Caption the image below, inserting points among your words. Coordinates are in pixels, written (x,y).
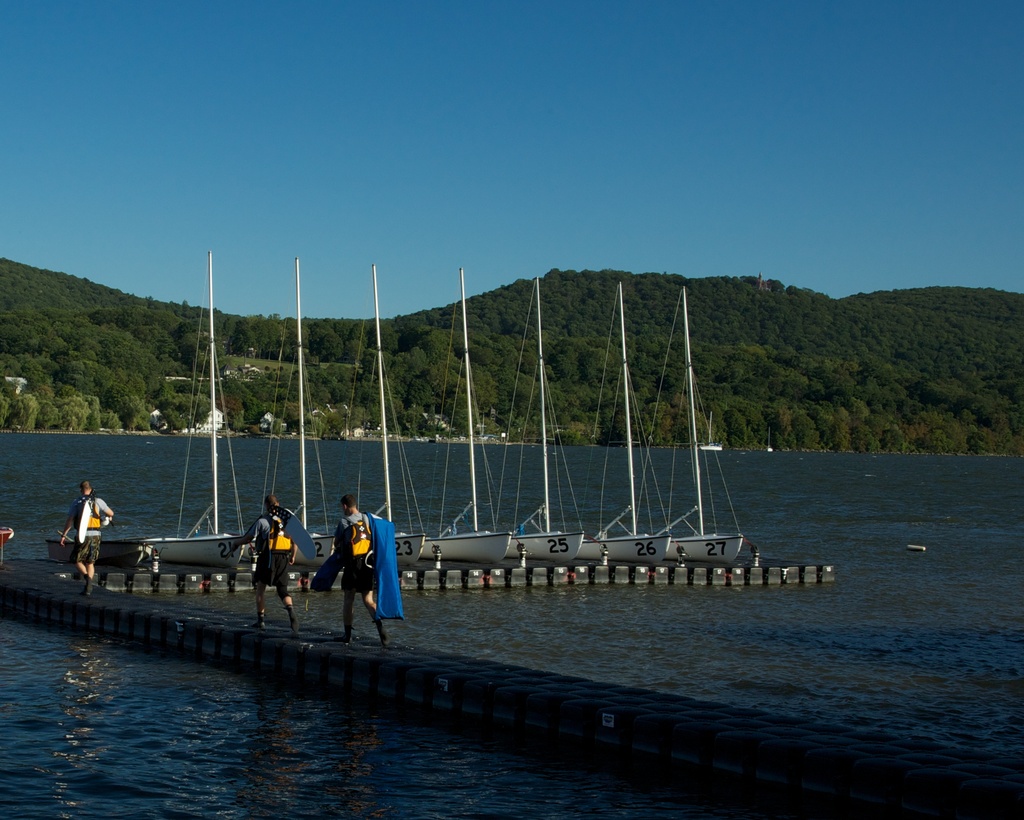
In this picture there are ships (114,559) in the center of the image (376,488), on the water (531,617) and there are people (369,567) on the dock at the bottom side of the image (278,553) and there are trees (914,381) in the background area of the image (589,369), there is sky (161,284) at the top side of the image (535,273).
